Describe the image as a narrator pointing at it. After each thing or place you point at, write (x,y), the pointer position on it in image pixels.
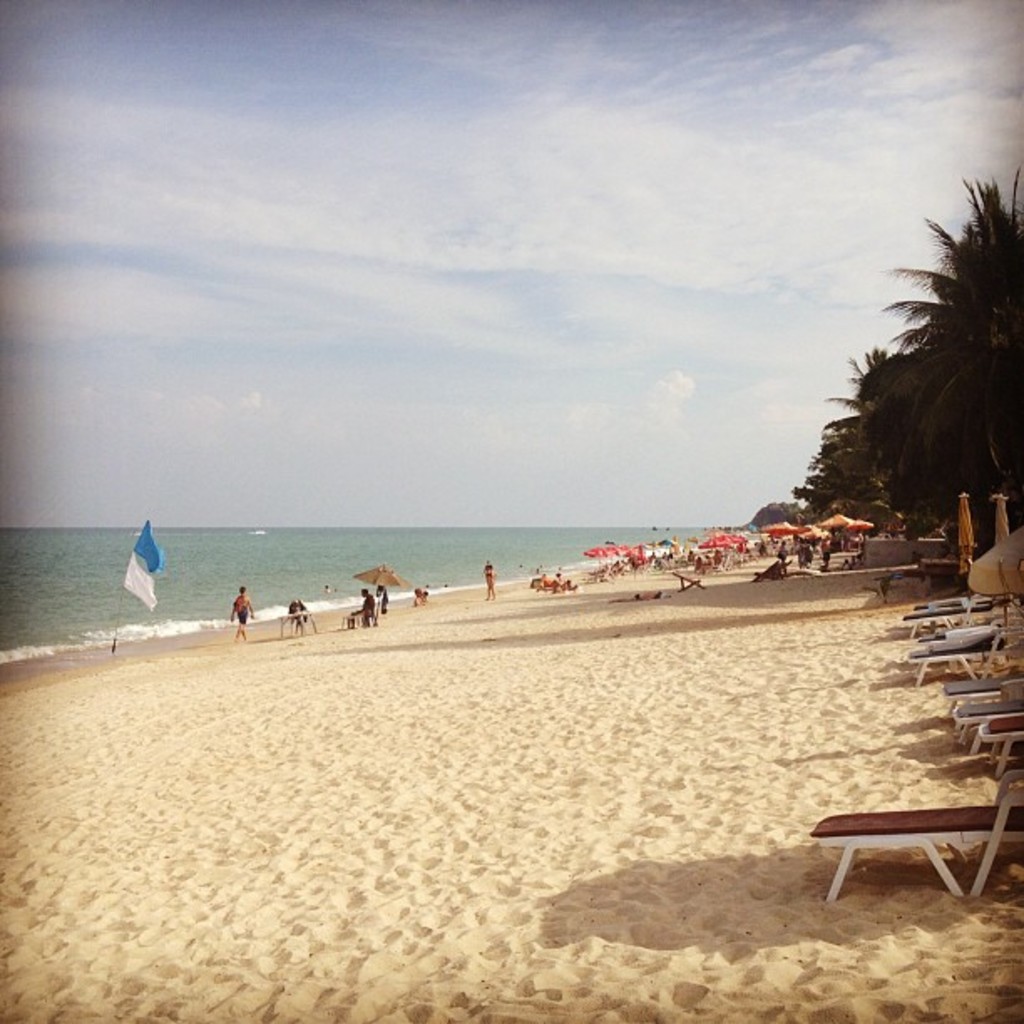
In this image I see the sand (546,663) and I see chairs (965,608) over here and I see number of people (362,613) over here and I see few umbrellas (851,524) and I see number of trees (962,265). In the background (397,560) I see the water (55,598) and the cloudy sky (611,411) and over here I see 2 clothes (139,564) which are of white and blue in color.
